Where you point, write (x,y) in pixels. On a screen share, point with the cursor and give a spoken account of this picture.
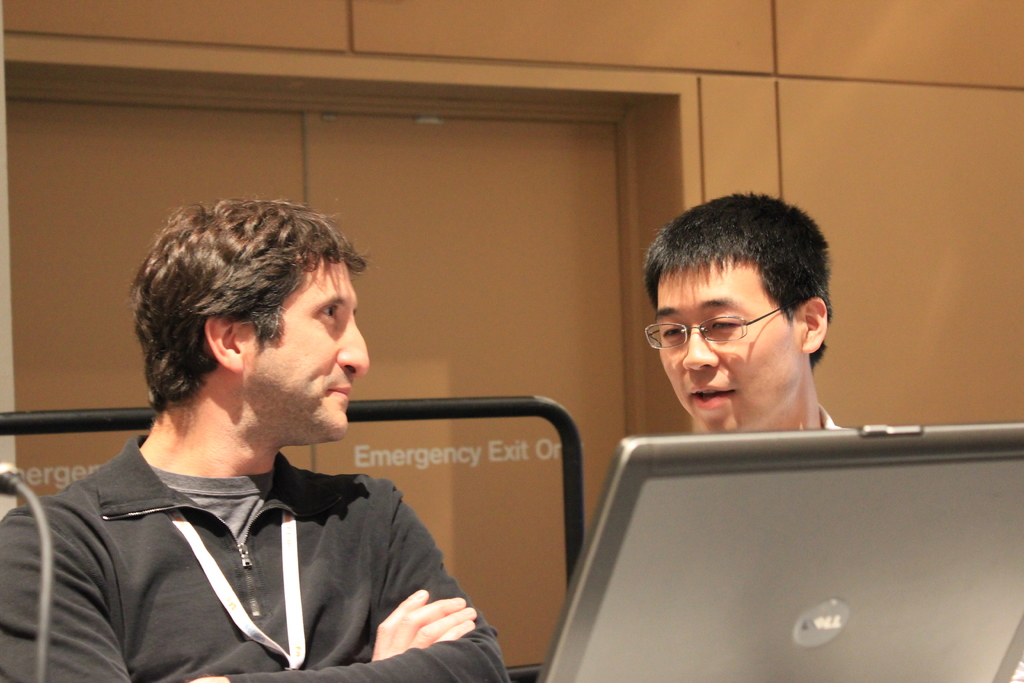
In this image we can see two persons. We can also see a laptop (940,527). In the background (464,406) we can see the black color rod (547,409), wall (932,243) and also the door (408,161) with the text (431,458).
